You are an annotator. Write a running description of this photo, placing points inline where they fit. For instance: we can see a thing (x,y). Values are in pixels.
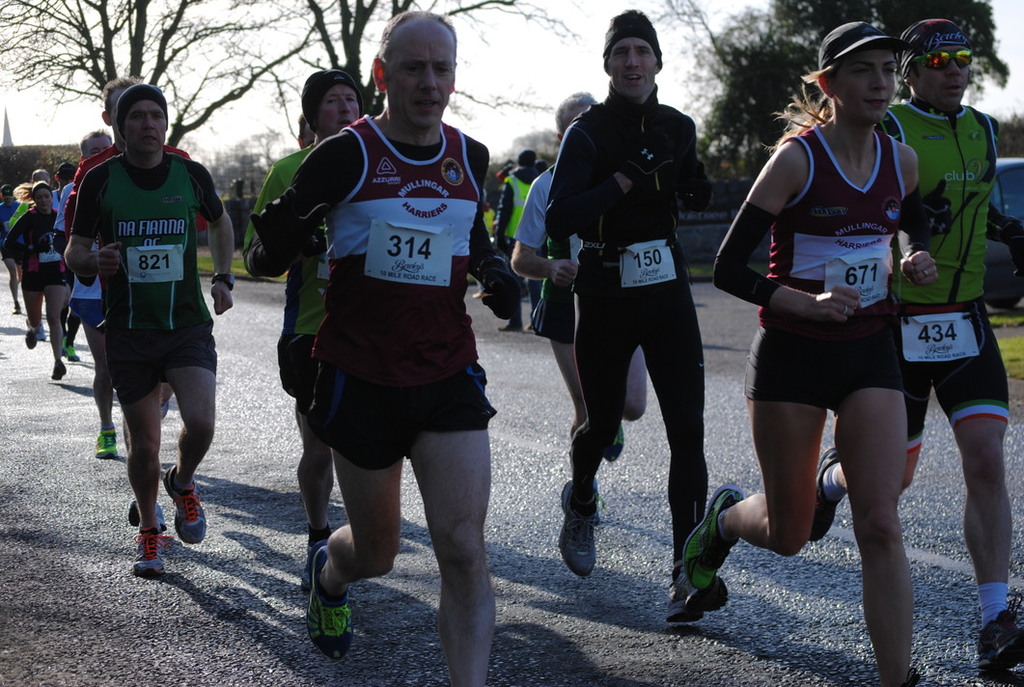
In this image we can see men (443,284) and women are jogging on the road (246,541). Background of the image (458,42) trees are there and sky (304,34) is present.
